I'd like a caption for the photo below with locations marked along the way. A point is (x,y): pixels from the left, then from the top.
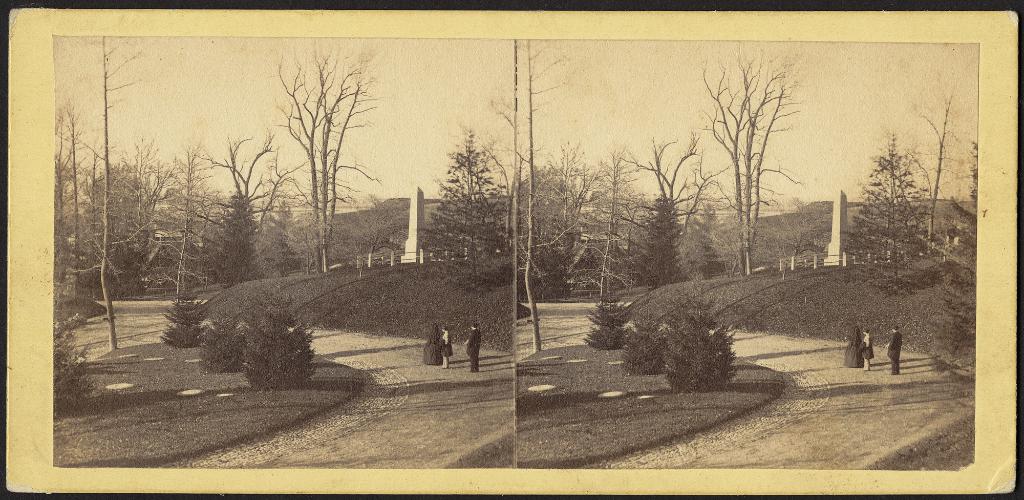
This is a collage image, and here we can see trees (279,253), people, poles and we can see a pillar (407,250).
